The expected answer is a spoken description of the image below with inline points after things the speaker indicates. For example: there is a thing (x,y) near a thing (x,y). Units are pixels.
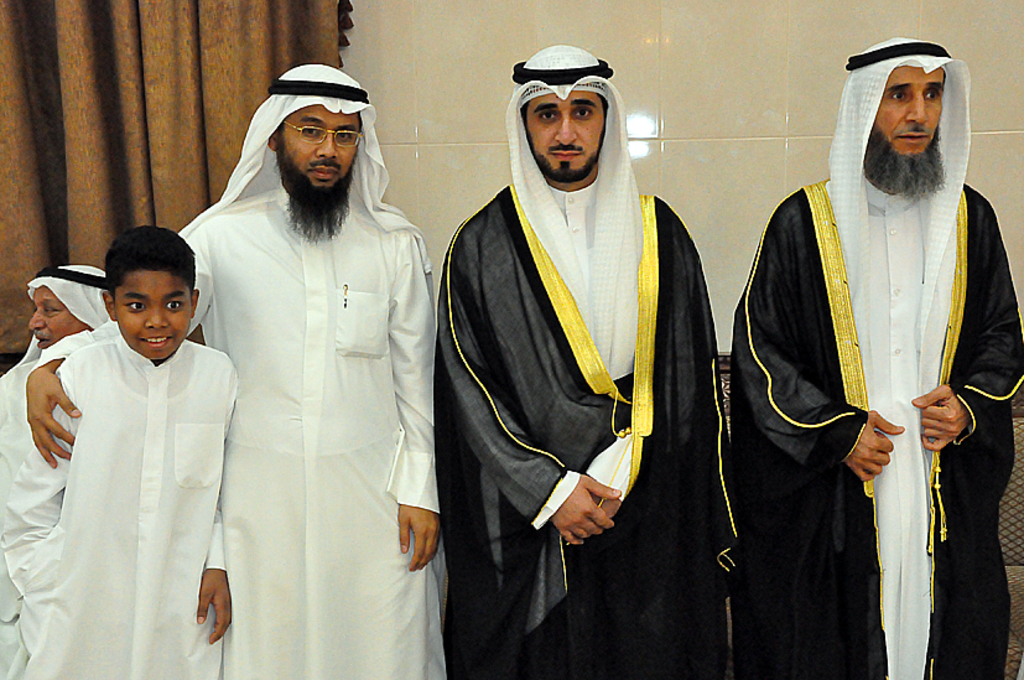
In the foreground of this image (651,657), there are three men (543,582) and a boy (160,472) is standing. In the background (66,319), there is a man (33,282), curtain (46,31) and the wall (409,33).
